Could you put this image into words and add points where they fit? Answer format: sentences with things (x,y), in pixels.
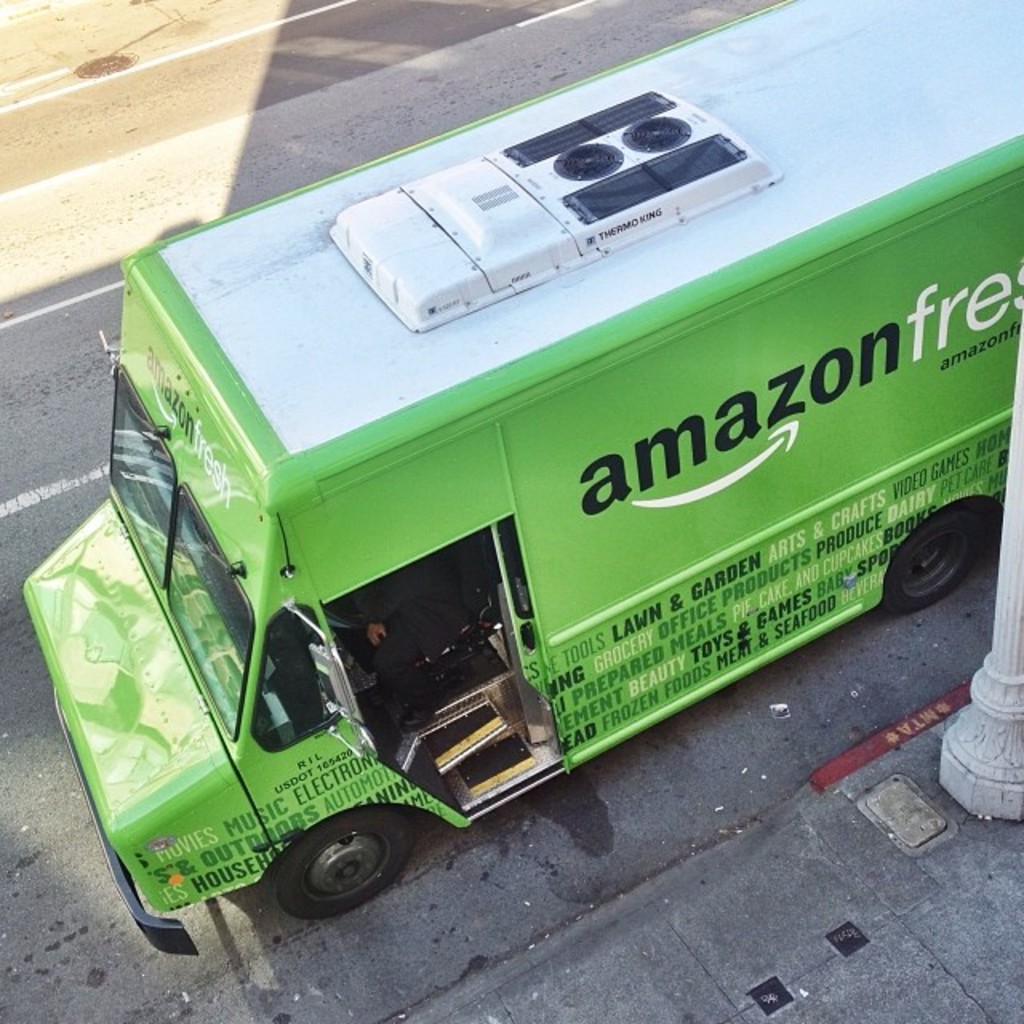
This image consists of a truck (512,517) in green color. At the bottom (536,888), there is a road (693,812). And we can see a pavement (641,913) beside the road (859,725). On the right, there is a pillar (997,628).
